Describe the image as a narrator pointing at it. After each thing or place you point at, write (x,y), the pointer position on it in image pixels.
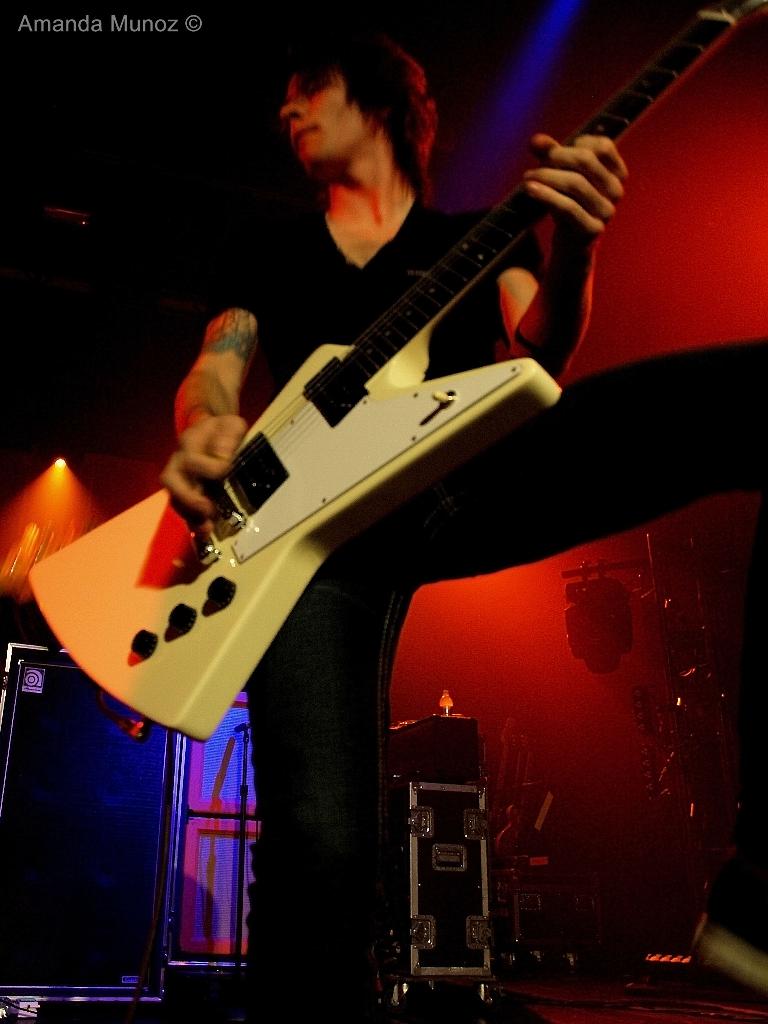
A man (334,784) is standing also playing the guitar (423,448) and he wears a black color t-shirt (522,245) and also a jeans (328,673). He is looking at the left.
